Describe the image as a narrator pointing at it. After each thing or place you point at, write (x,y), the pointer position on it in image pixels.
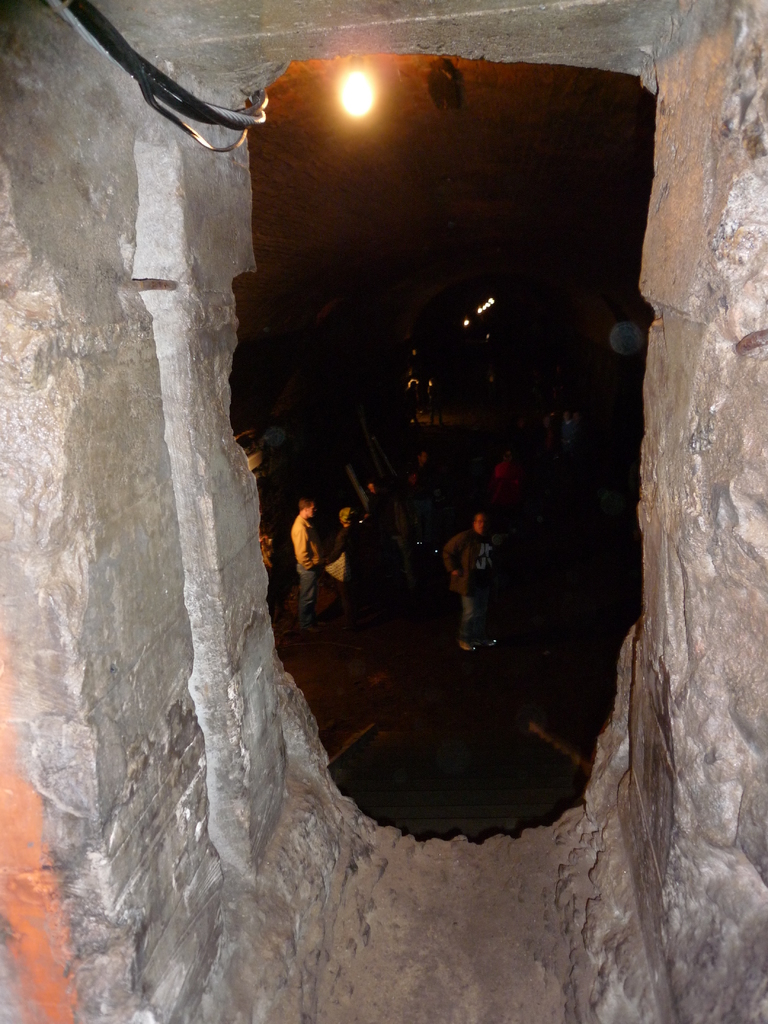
This picture consists of the wall (71,361), there is a hole (265,382) on the wall (87,294) and through hole (383,592) I can see group of people (405,523) on the road (400,679), there is a light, cable wire (242,126) visible on the wall (18,222), this picture is might be taken during night.
